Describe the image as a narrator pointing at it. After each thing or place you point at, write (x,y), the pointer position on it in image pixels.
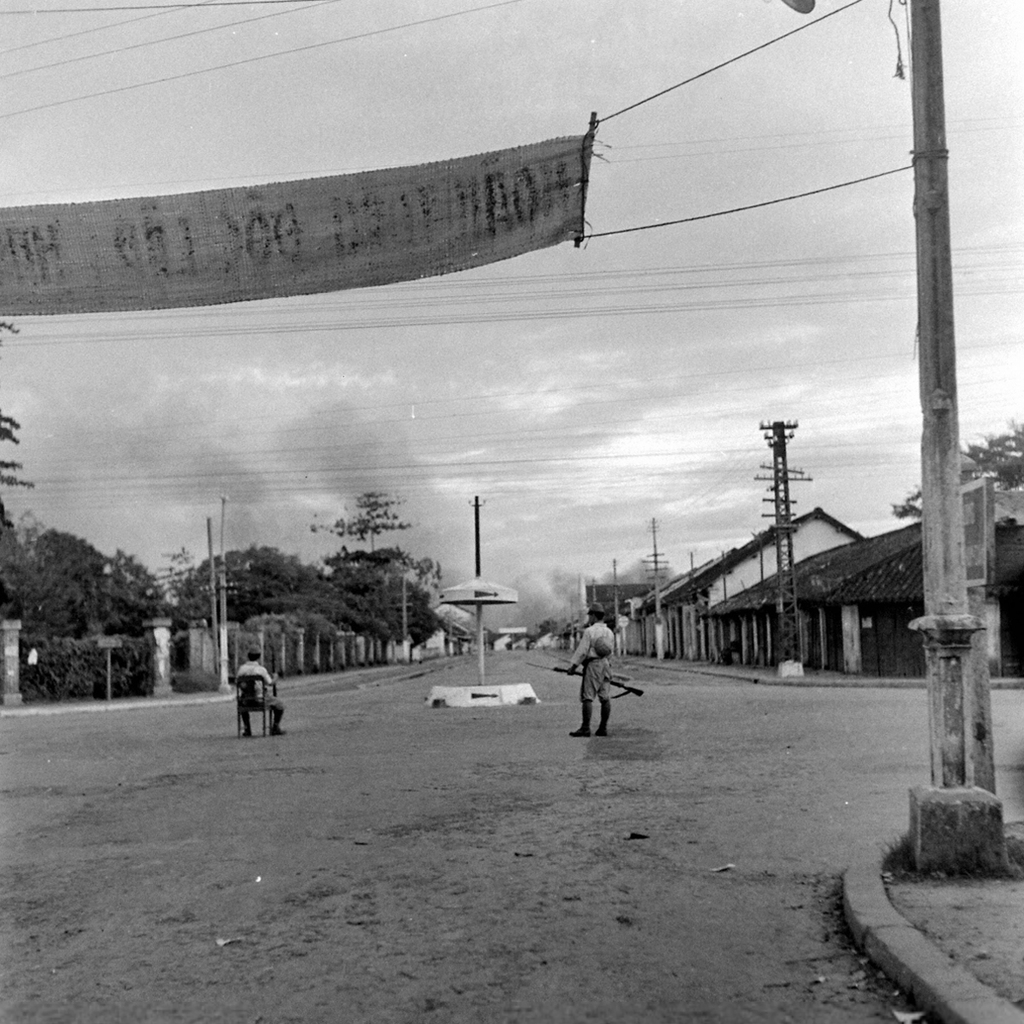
In this image I can see few houses (871,632), poles (966,763), wires (590,456), current pole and few trees (76,629). I can see the person (595,679) is standing and holding something and another person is sitting on the chair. In front (559,172) I can see the banner (552,185) is tied to the pole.
